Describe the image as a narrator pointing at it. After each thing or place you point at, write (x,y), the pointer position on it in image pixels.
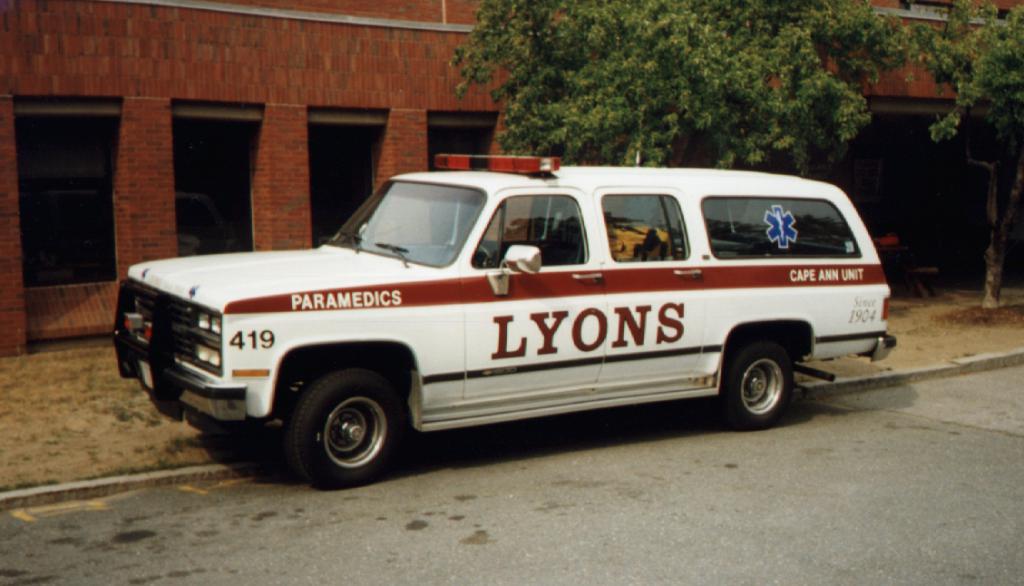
This image is taken outdoors. At the bottom of the image (168,519) there is a ground (67,411) and a road (613,517). In the middle of the image (429,196) a car (725,353) is parked on the road (491,440). In the background (73,165) there is a building (382,145) with walls (260,133) and windows (45,169) and there is a tree (744,136).
